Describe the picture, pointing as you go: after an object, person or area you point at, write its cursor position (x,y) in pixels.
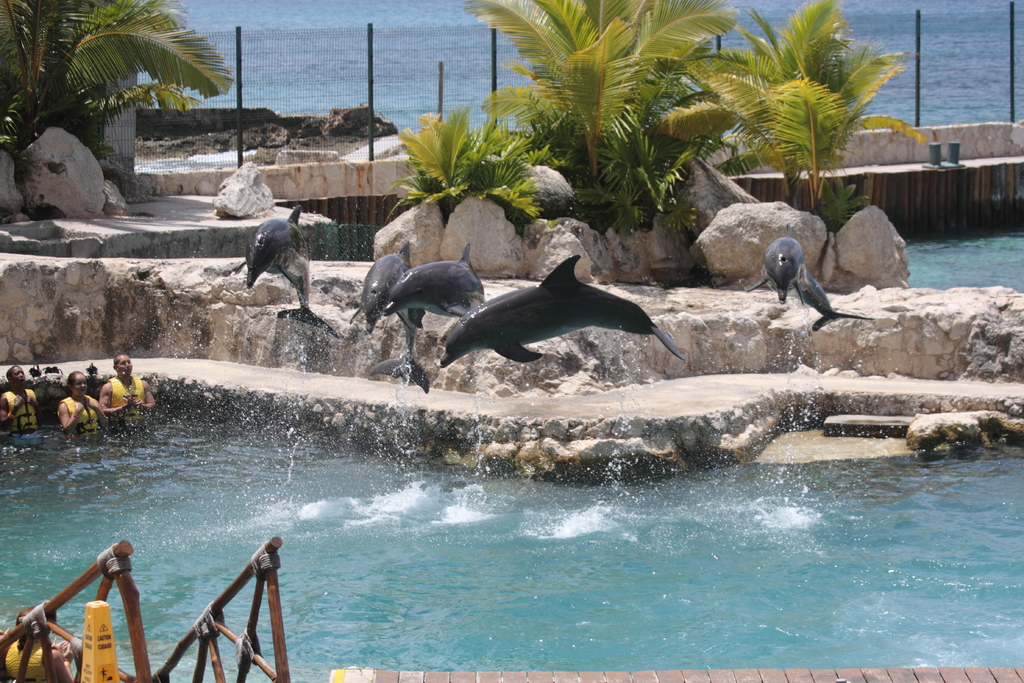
In this picture I can see few persons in the water (355,568). I can see dolphins (630,326) jumping into the water (327,570). There are rocks (55,317), trees (68,7), fence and some other objects (60,631).
